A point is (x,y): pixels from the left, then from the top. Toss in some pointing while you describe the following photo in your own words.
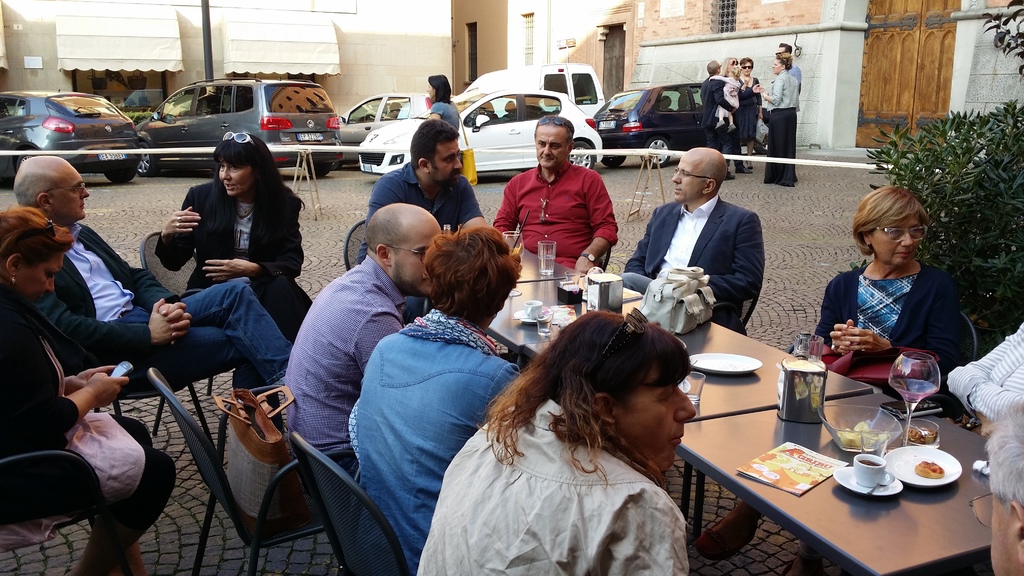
In this image there are group of people (390,526) sitting on the chair (309,534). On the chair (398,541) there is a bag (266,479). At the background (335,99) we can see vehicles (585,105) and a building (565,27). On the table (905,497) there is a cup (880,478), saucer (897,484), food (924,467), plate (927,481), glass (910,394).
